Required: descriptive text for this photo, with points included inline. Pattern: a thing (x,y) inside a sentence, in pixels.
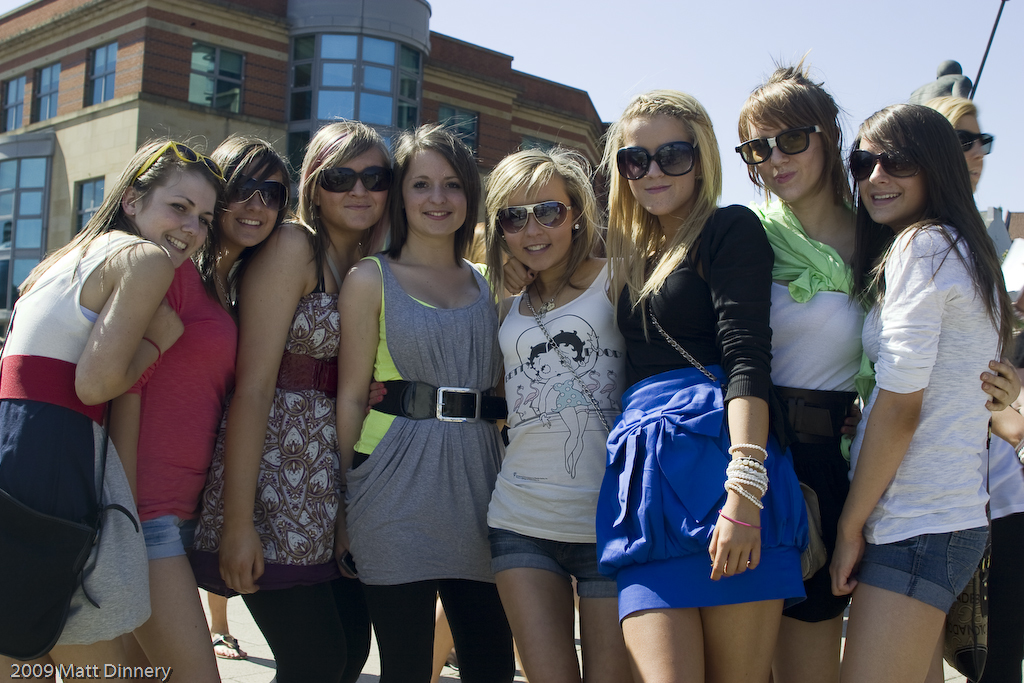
In this image there are group of persons (453,388) standing, there is a building (97,85) behind the persons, there is a sky (819,46), there is a sculpture (963,78) behind the persons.
